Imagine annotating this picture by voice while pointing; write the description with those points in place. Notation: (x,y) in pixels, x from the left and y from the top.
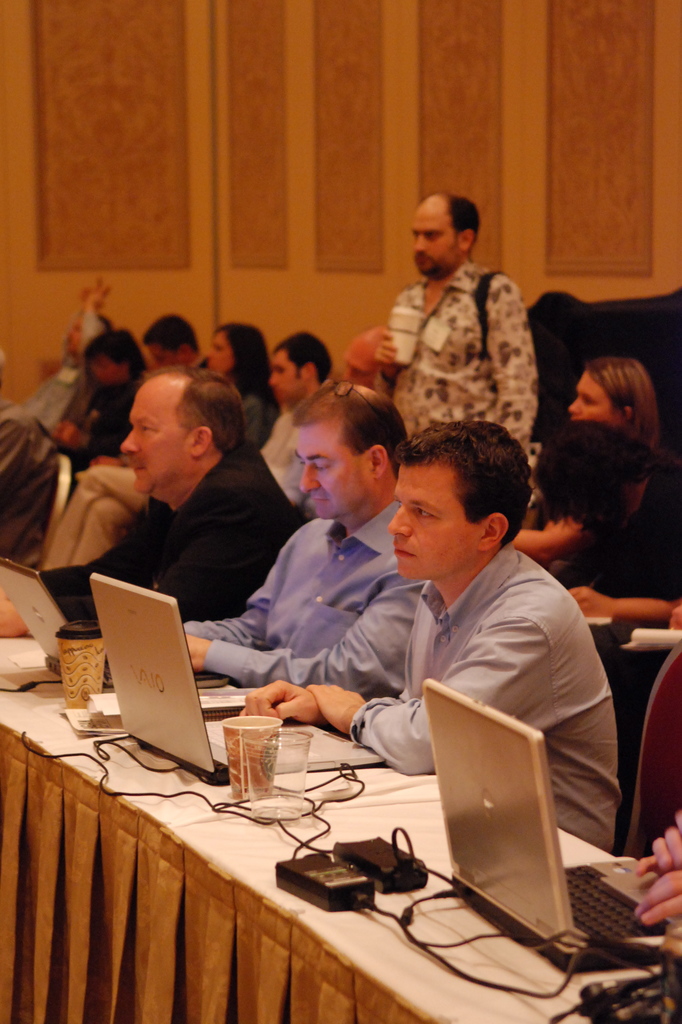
In this image, few peoples (291,700) are sat on the chair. In-front of them, there is a white table (204,802), so many items (261,820) placed on it. Here we can see a curtain (103,939). At the back side (433,353), human (451,328) is standing. He hold a cup (415,337) on his hand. Back Side, we can see a wall (281,200).
